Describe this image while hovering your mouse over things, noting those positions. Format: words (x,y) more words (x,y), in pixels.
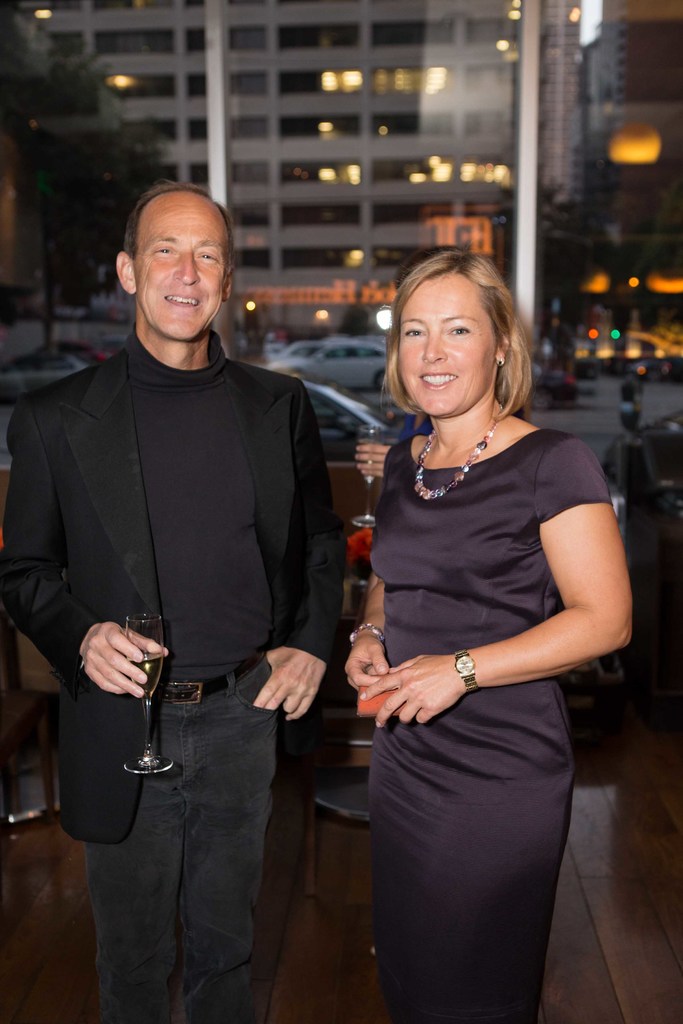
In this image I can see a man (193,594) wearing black color dress (211,569) is standing and holding a wine glass (159,631) in his hand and a woman (440,590) wearing black color dress (465,590) is standing and holding an orange colored object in her hand (385,663). In the background (403,138) I can see few lights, few persons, few vehicles (337,402) on the road (583,405), few poles (632,382), few buildings (481,180) and few trees (561,270).
